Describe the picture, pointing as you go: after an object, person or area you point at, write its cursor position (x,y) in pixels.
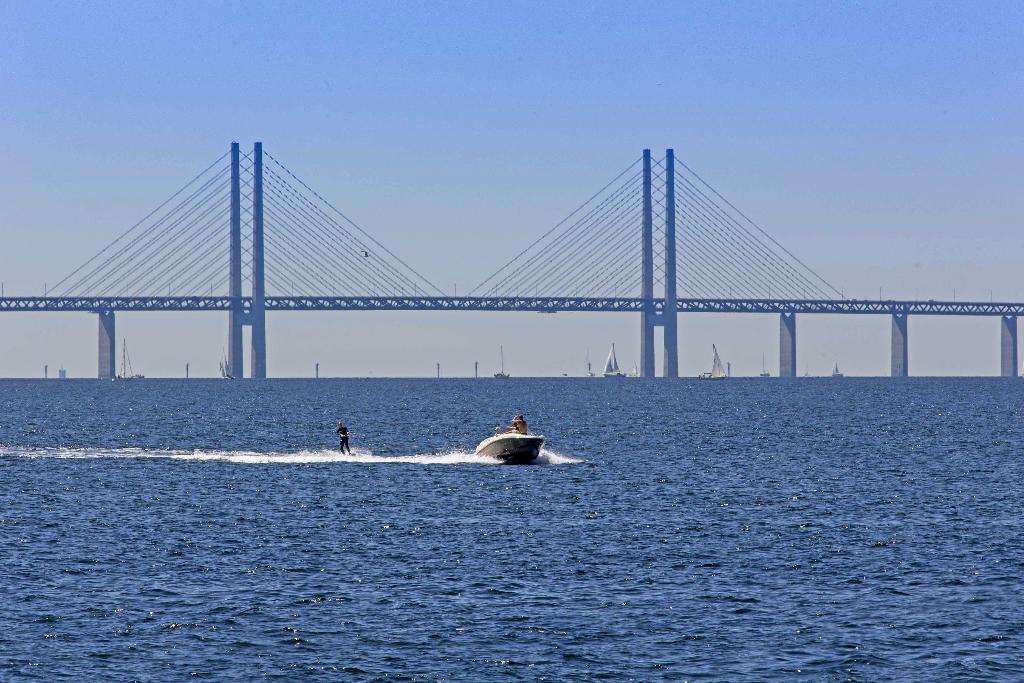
In this image we can see the bridge (235,272) with the ropes (585,244). We can also see the ships (607,377) and also the persons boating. There is also a man (349,446) surfing on the surface of the water (470,517). In the background (337,22), we can see the sky (609,162).
